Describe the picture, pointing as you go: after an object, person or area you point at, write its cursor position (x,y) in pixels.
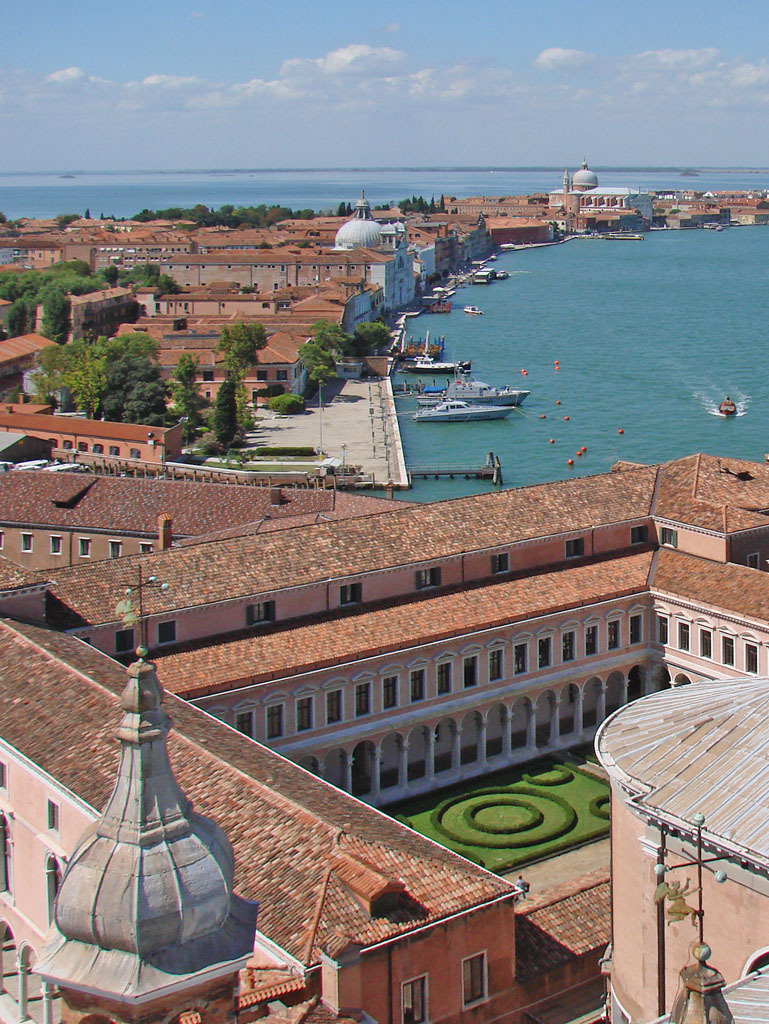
In this image, we can see so many buildings (112,957), walls (66,1000), trees (228,424), plants (271,400), grass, windows (439,693) and poles (700,899). On the right side of the image (523,404), we can see few boats (441,403) are above the water (453,346). At the top of the image (483,333), we can see the sky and water (432,331).
